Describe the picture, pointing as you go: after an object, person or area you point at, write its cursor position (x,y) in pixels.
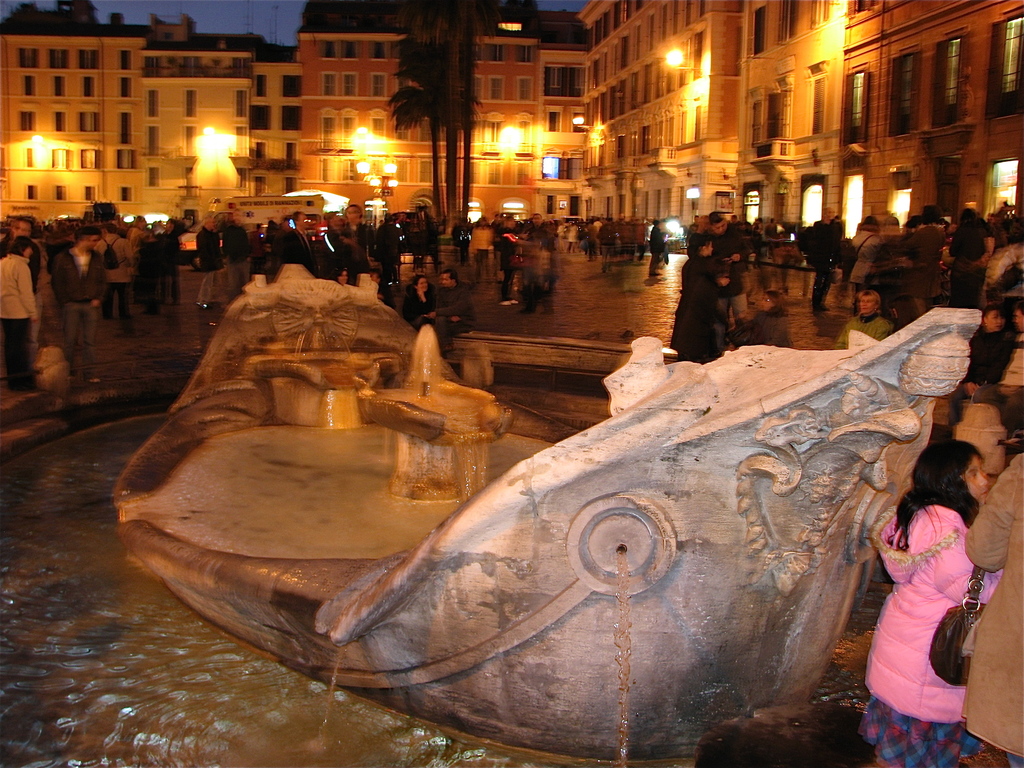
In this image I can see the fountain (267,557). To the side of the fountain (527,527) I can see the group of people (535,296) with different color dresses (769,343) and one person (880,617) holding the bag (947,632). In the background (418,191) I can see the tree (444,172), building (429,161) with windows (96,124) and lights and the sky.
